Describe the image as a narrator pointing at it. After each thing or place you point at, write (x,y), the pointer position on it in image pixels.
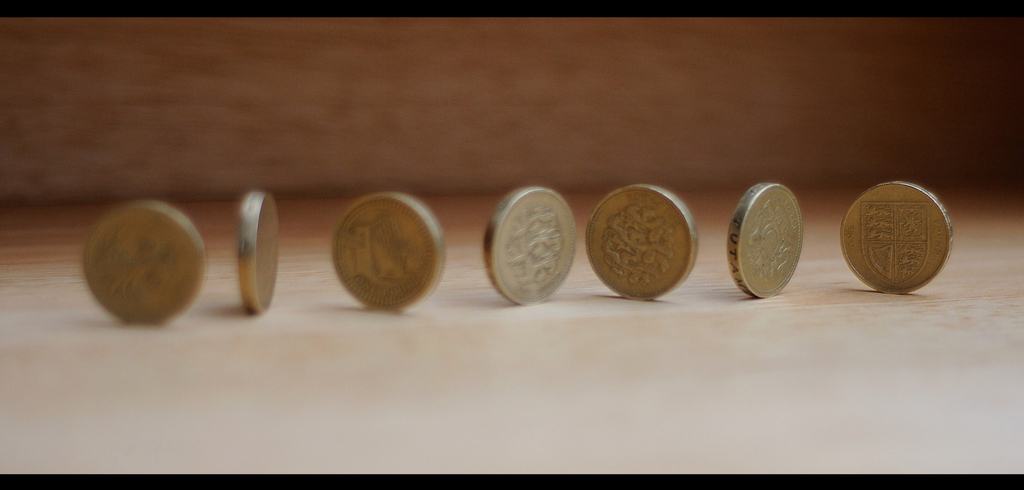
In this picture we can see coins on the platform (555,339) and in the background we can see it is blurry.
